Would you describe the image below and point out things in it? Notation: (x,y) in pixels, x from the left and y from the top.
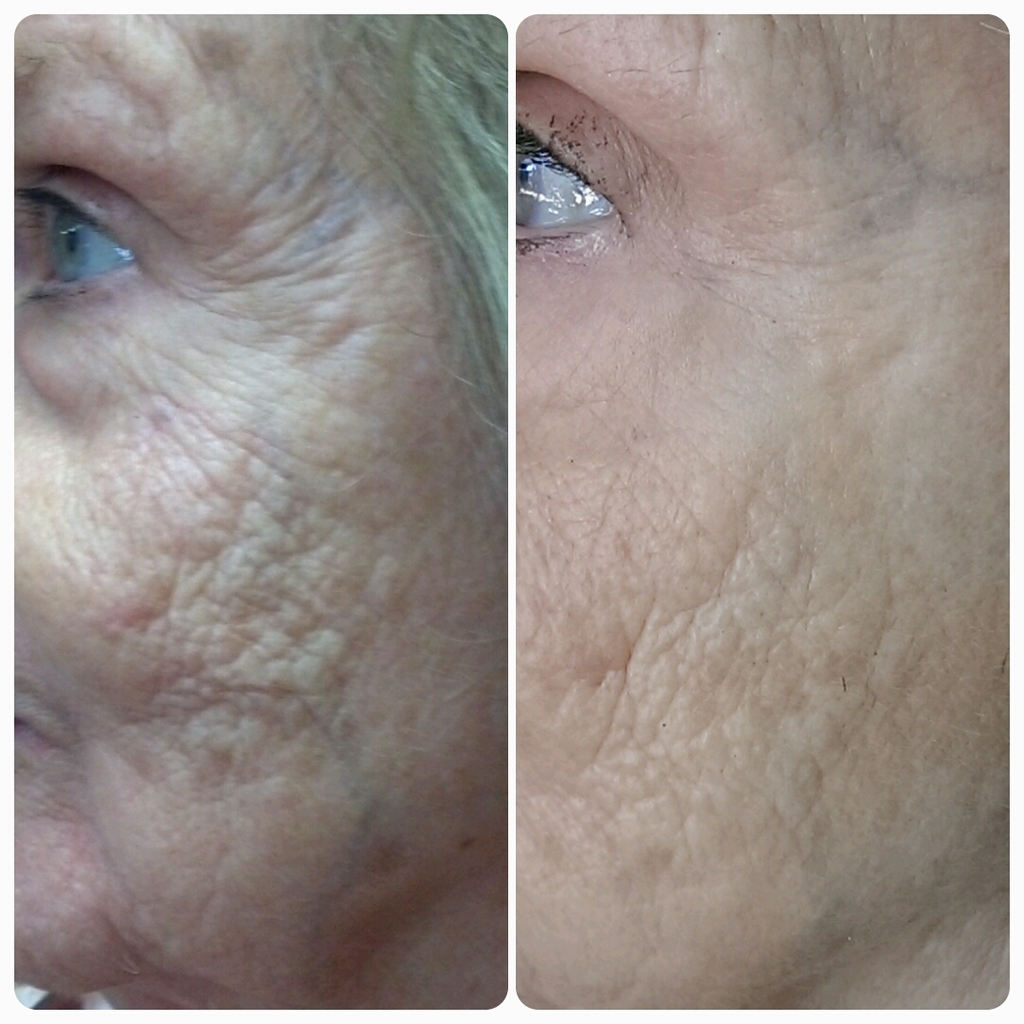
This is a collage picture where we can see the close view and a side view of a person (647,587). Where we can see wrinkles (600,496) and eyes (561,176).
